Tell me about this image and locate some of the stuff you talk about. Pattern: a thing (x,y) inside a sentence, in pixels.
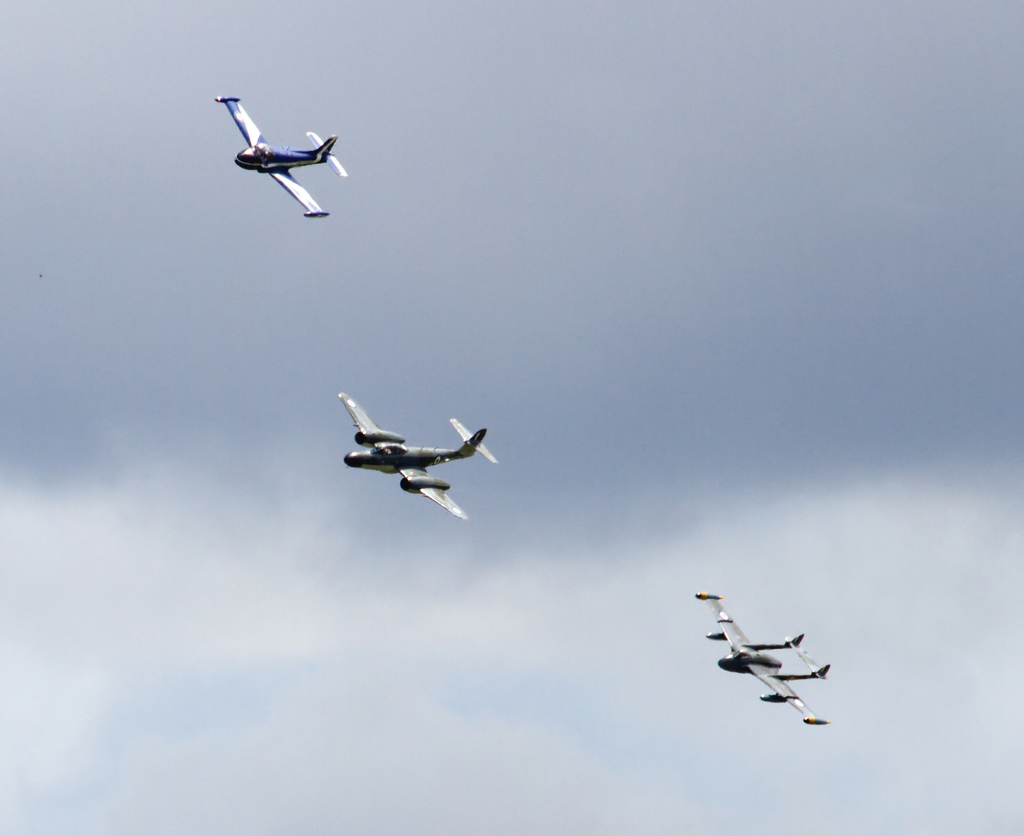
In this picture there are aircraft (765,668) flying in the sky (403,533). Sky (537,483) is cloudy.
